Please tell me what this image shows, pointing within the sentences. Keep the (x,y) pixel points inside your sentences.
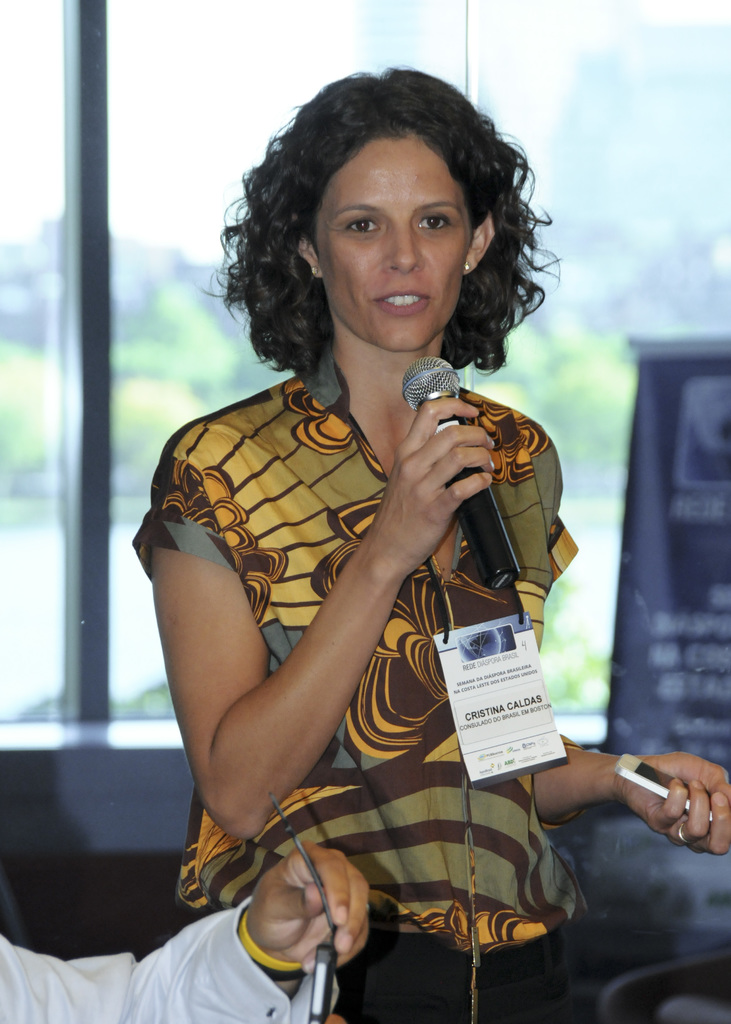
In this image I can see a person (326,469) wearing the yellow and coffee color dress (339,751) and she is holding the mic (436,382) and also a mobile (656,788). In the front of her there is a person's hand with white dress (226,942). In the back (682,554) there is a banner (680,383) and the window (671,304). Through the window (574,297) I can see trees (549,392) and the sky (265,129).
